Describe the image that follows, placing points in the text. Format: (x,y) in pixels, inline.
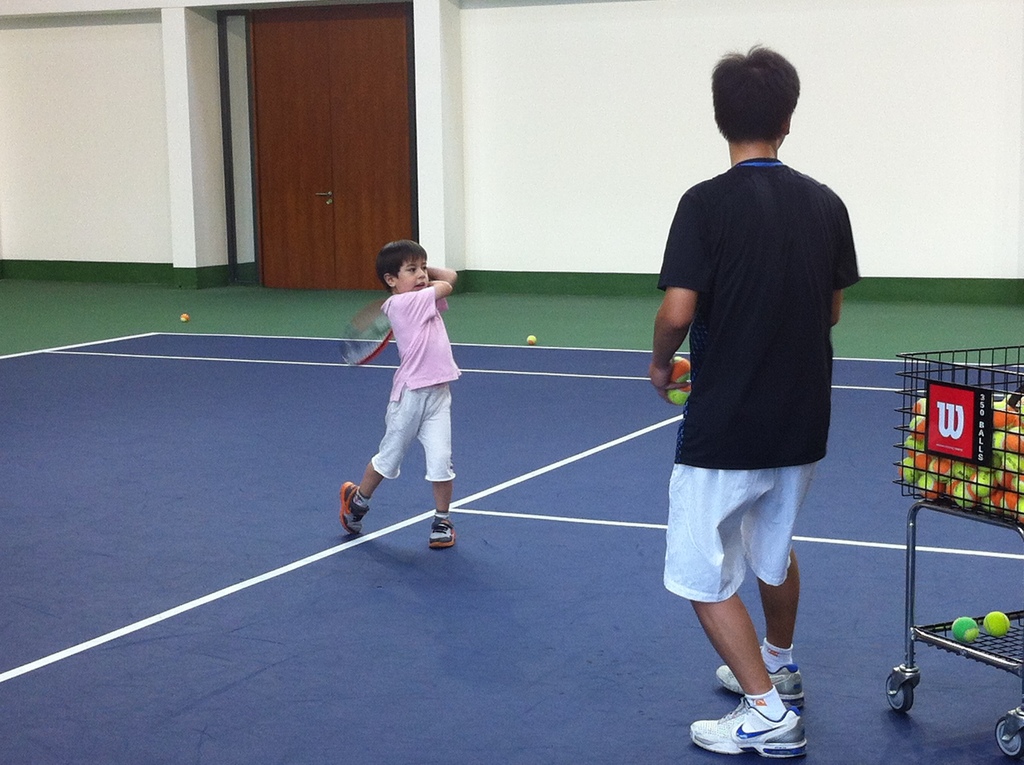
This is an inside view of a room (545,544). Here I can see a man (727,485) standing facing towards the back side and holding few balls (686,377) in the hand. On the left side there is a boy (405,395) holding a bat (381,320) in the hands (433,277) and standing facing towards the right side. On the right side (941,498) there is trolley (910,579) on which there is a basket (927,417) which consists of balls (998,434). In the background (661,89) there is a wall (574,118) and I can see the doors (293,125).
